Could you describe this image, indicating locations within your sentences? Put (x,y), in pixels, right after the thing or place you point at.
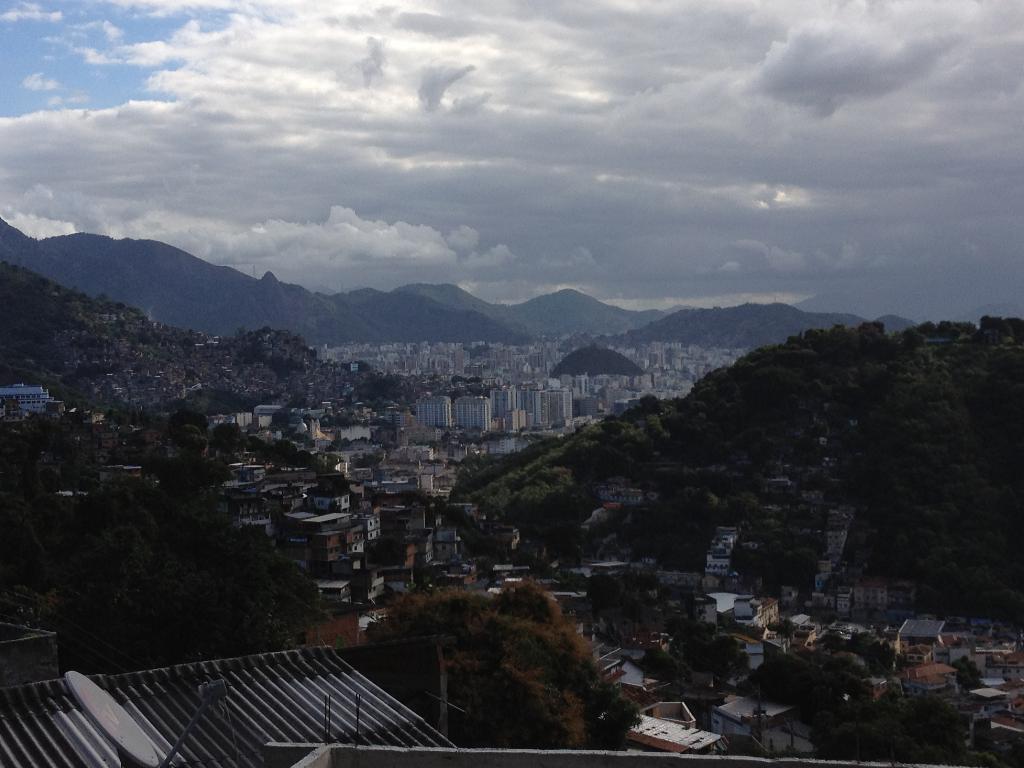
In the picture I can see the buildings (130,364) and trees (217,653). I can see the roof (287,682) of a house (251,705) and dish antenna (107,713) on the bottom left side of the image (252,713). In the background (321,339), I can see the hills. There are clouds (575,63) in the sky (593,52).
